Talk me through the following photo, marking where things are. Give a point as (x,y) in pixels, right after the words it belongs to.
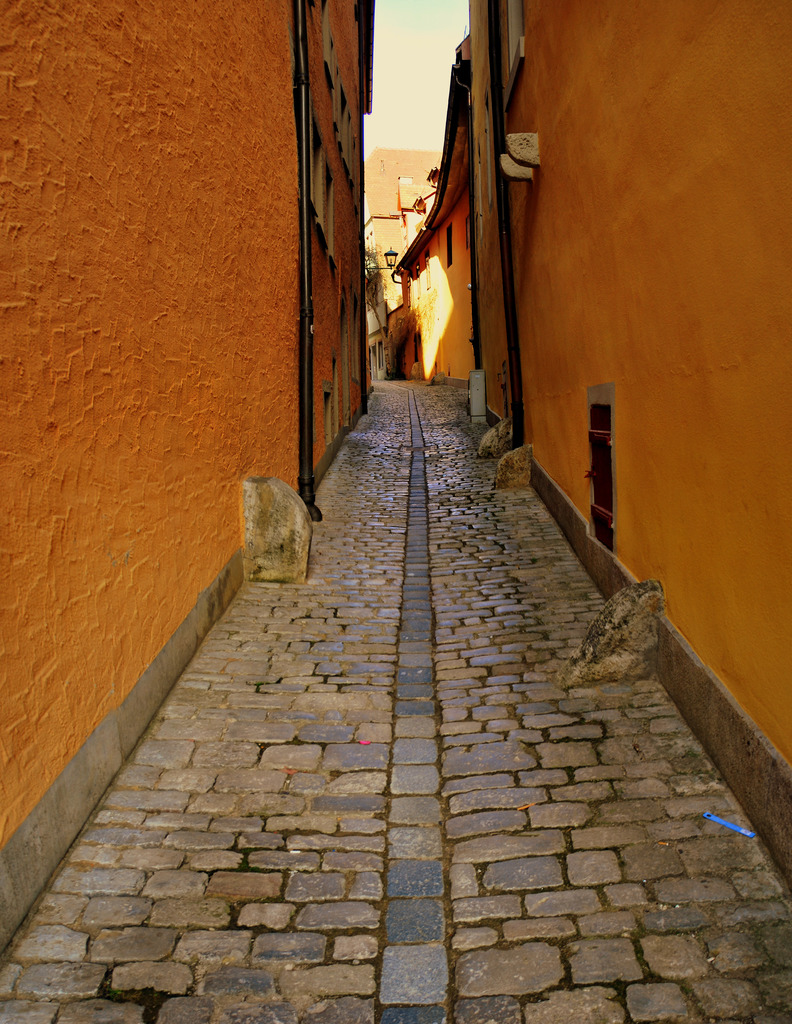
In this image there is a road (281,611) constructed with stones (426,542) in between two orange color buildings (461,340).
